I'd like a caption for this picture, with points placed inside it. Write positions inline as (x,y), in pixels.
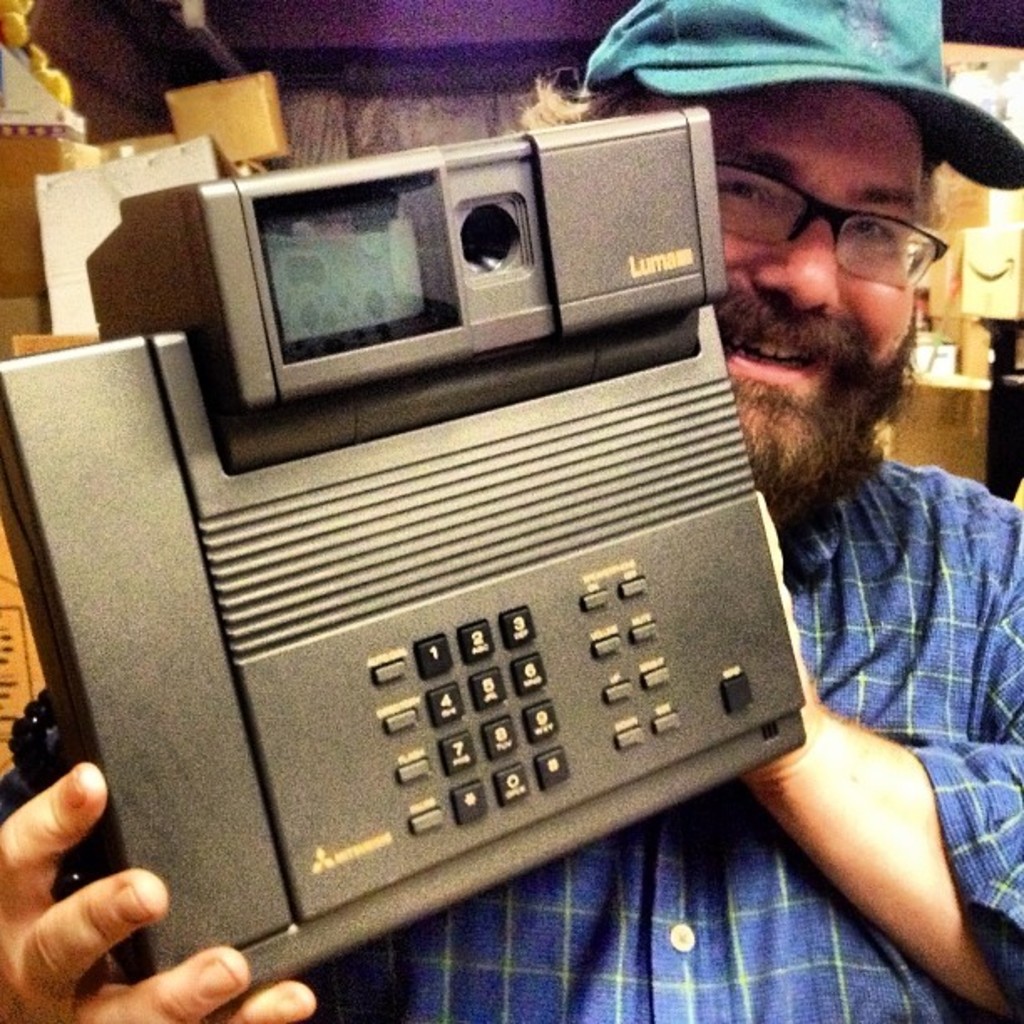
In this image there is a person (785,776) standing with a smile (810,372) on his face (803,240) and he is holding a telephone (334,605) in his hand (790,801). In the background (934,382) there are few objects (90,215).
